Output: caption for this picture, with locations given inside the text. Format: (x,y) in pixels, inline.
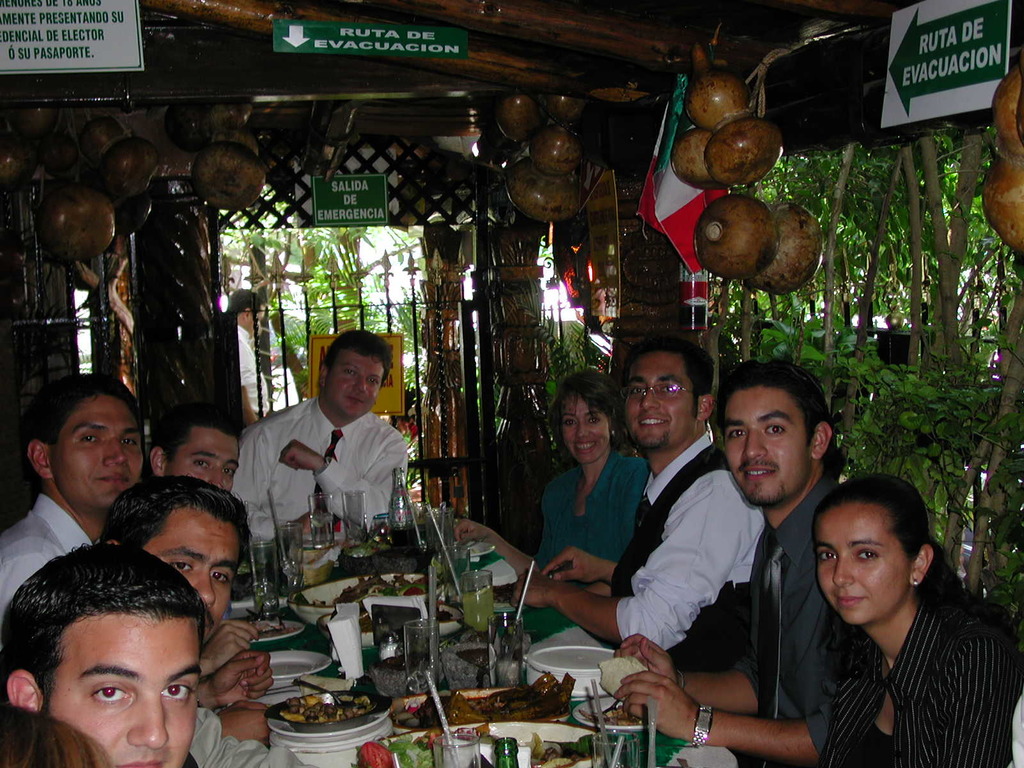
In this image I can see group of people (59,767) sitting. In front (547,701) I can see few food items (555,688) in the bowls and plates (455,626). I can also see few glasses (406,665), spoons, plates (532,652) on the table (525,698). Background (990,350) I can see few plants (1002,354) and trees (950,341) in green color and few boards (356,200) in green color.
